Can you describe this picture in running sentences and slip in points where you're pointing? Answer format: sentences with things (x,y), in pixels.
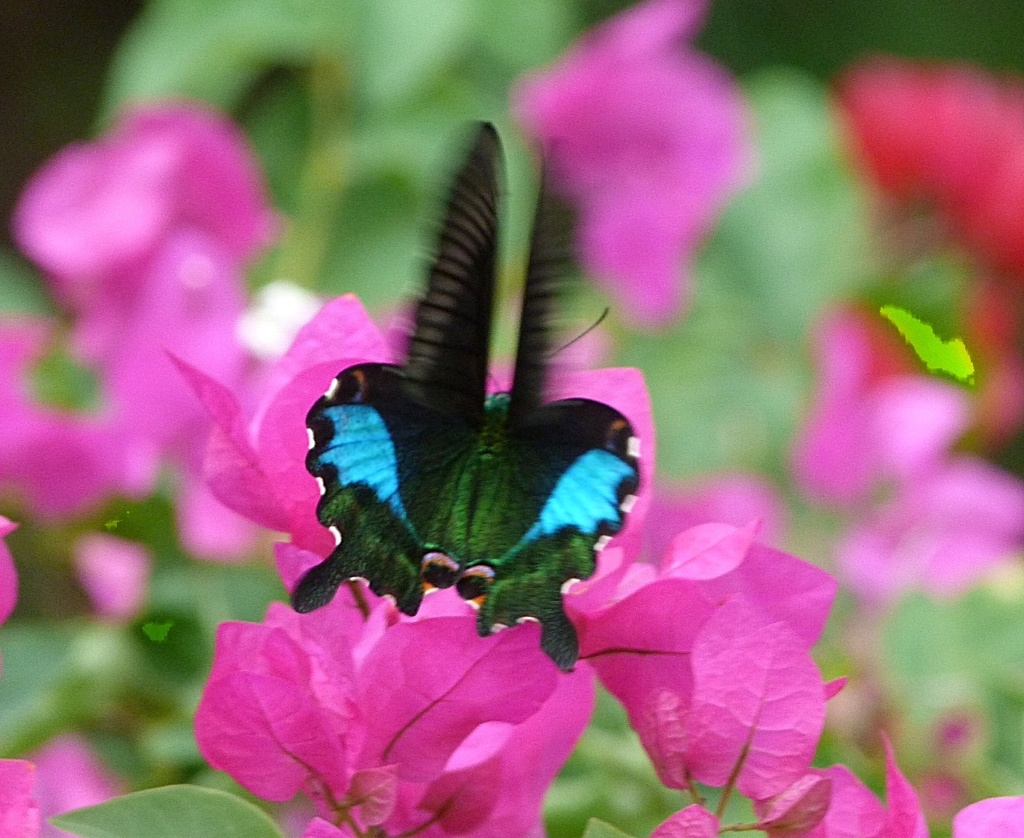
In this picture I can observe a butterfly (542,489). The butterfly (410,473) is in blue and green colors. There are some pink color flowers (374,706). The background (594,765) is blurred.
